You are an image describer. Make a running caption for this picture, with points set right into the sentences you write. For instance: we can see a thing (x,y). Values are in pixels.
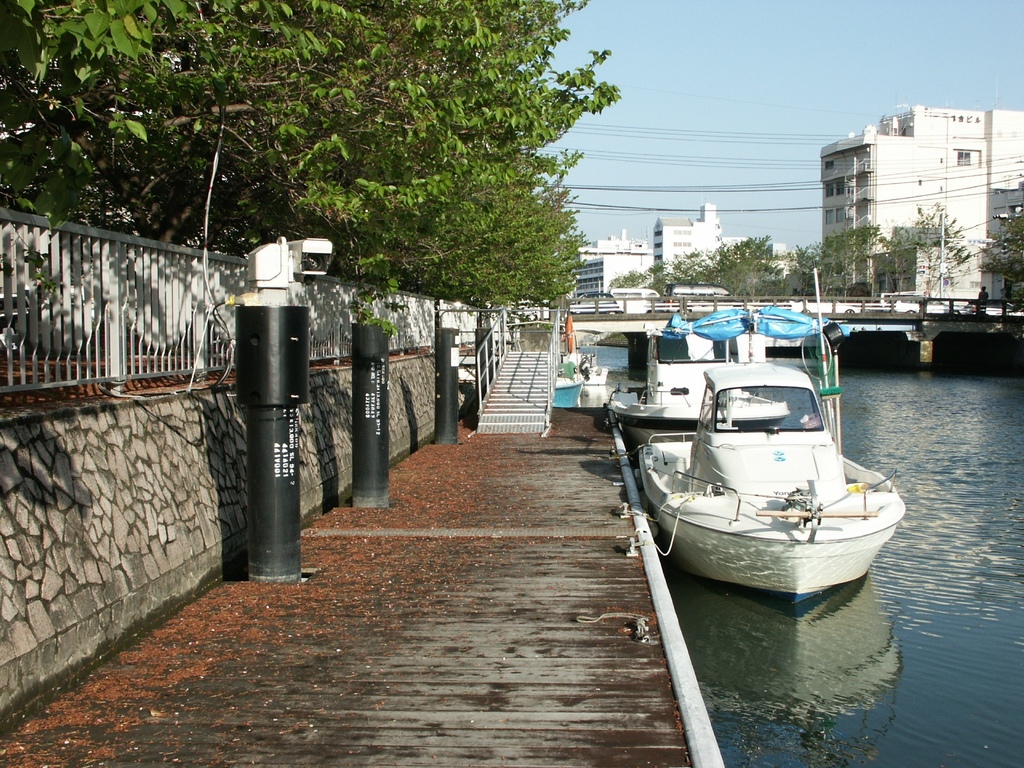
In this image there are two ships (744,456) on the water (883,428) as we can see on the right side of this image (883,415). There is a bridge (945,325) in the middle of this image (608,321). There are some stairs (528,386) in the middle of this image (520,420). There are trees (400,178) on the top left side of this image (148,169). There is a fencing (401,336) in middle (431,316) left side of this image (319,302). There are some trees (722,255) and buildings (663,232) in the background (767,242). There is a sky (700,97) on the top of this image (734,115). There are some pipes (267,534) are attached on the ground (368,513) as we can see on the left side of this image (314,518).
